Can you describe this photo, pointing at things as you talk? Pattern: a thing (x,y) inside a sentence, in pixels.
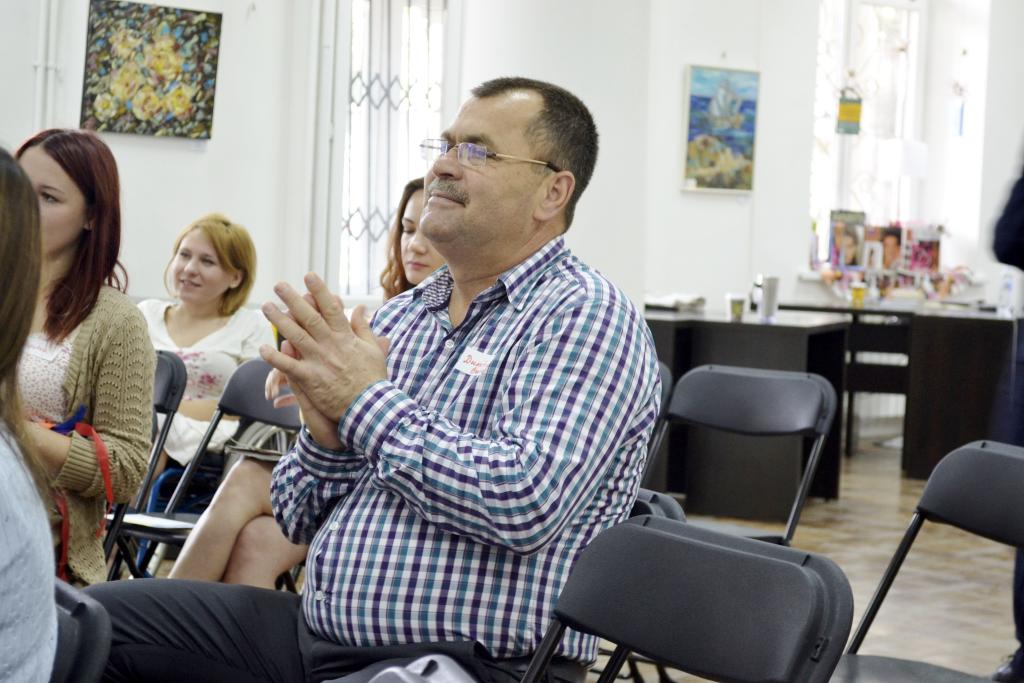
In the image there are group of people (582,310) who are sitting on chairs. On left side (282,123) there is a wall (249,155) which is in white color and we can also see a photo frame (180,61) and a window (370,55). In middle (680,320) there is a table (829,307), on table (867,299) we can see glass (767,294), cards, paper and we can also see a window (907,97) which is closed.
